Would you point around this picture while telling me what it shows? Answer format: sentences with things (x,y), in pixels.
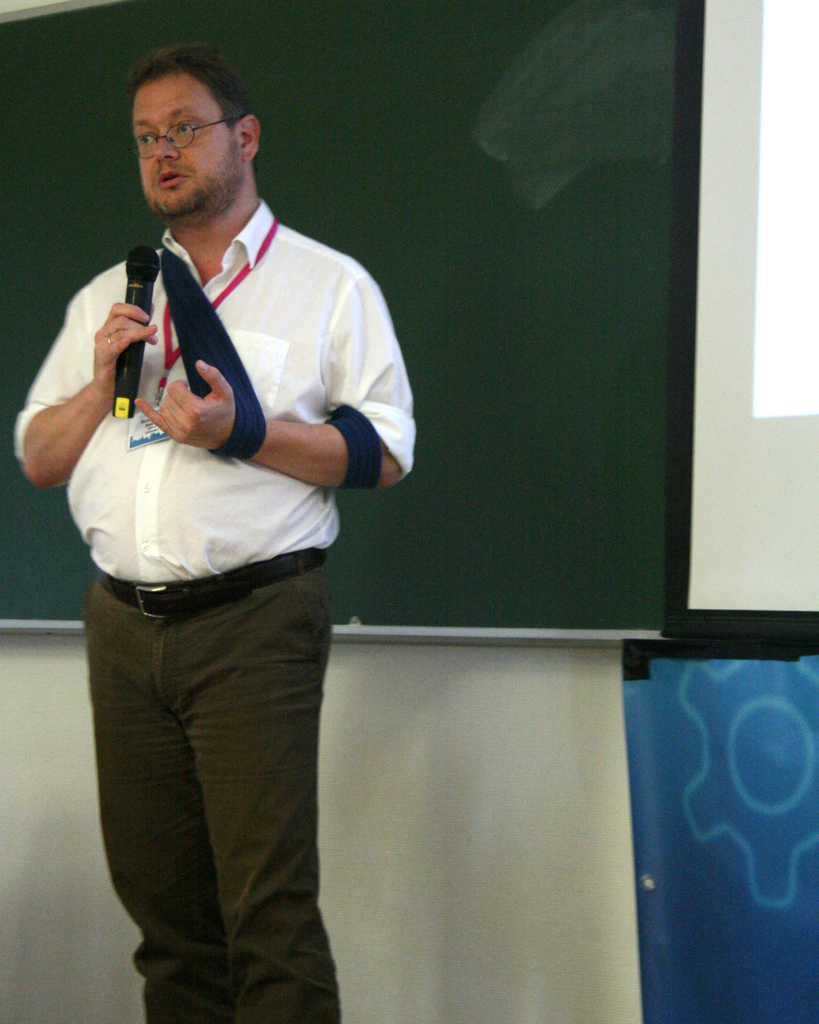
On the left (225,535) there is a man (197,473) standing by holding a mike (136,362) in his hand (106,351) and there is an ID card (148,434) on his neck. In the background (22,100) there is a board (487,195) on the wall (379,961) and on the right (778,517) there are some objects (778,517).
